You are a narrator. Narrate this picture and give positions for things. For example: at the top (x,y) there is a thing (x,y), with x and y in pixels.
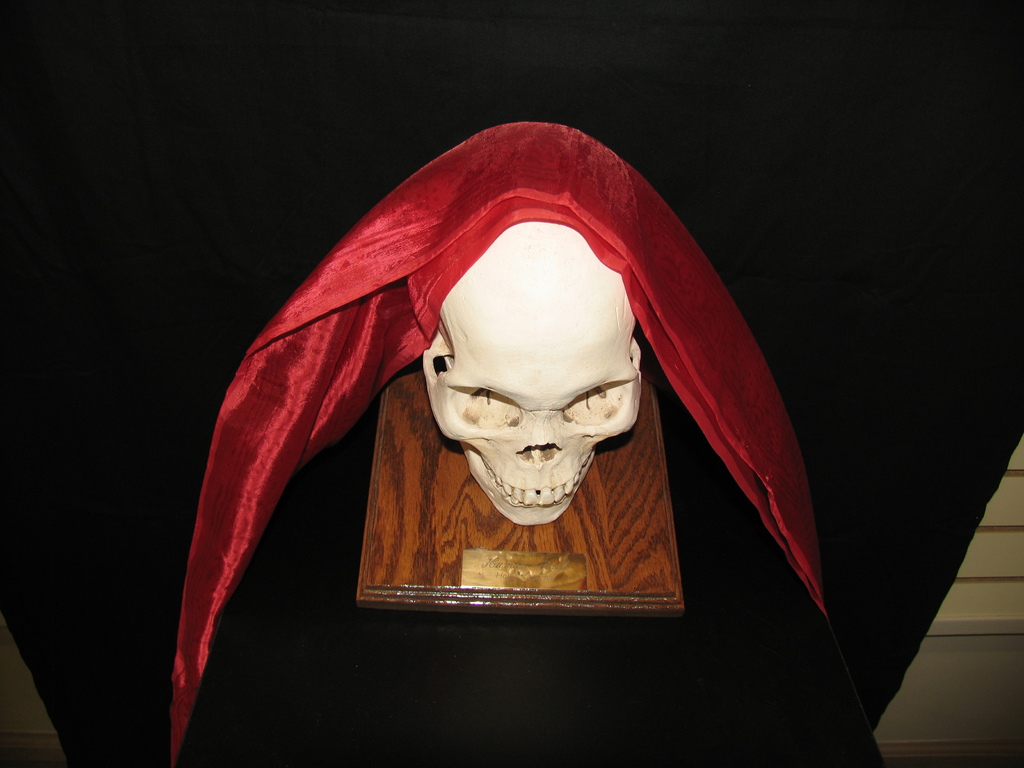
In this image I can see a skull (554,392) is placed on a wooden board (504,540). On the skull (574,311) there is a red color cloth (631,287). At the bottom (480,718) there is a black color cloth (310,715).
